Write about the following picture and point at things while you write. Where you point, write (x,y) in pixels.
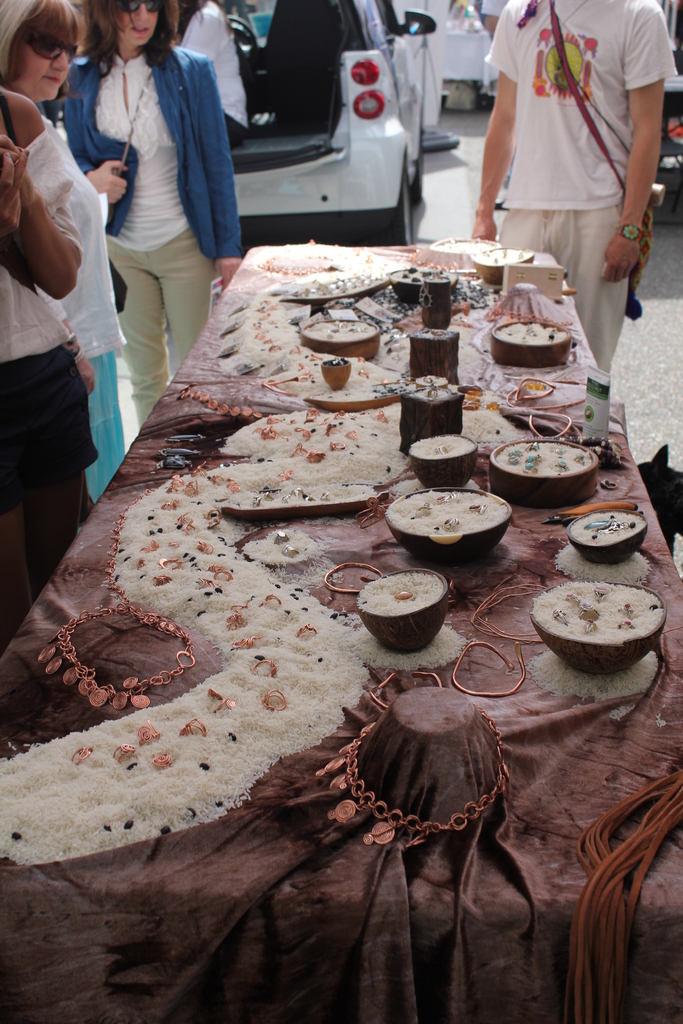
The photo is taken in the middle of a road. On a table (370,520) there are grains (125,788), chains (468,816), bowls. Few people (586,170) are standing around the table (358,826). In the background (386,126) there are cars (385,63) and people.
